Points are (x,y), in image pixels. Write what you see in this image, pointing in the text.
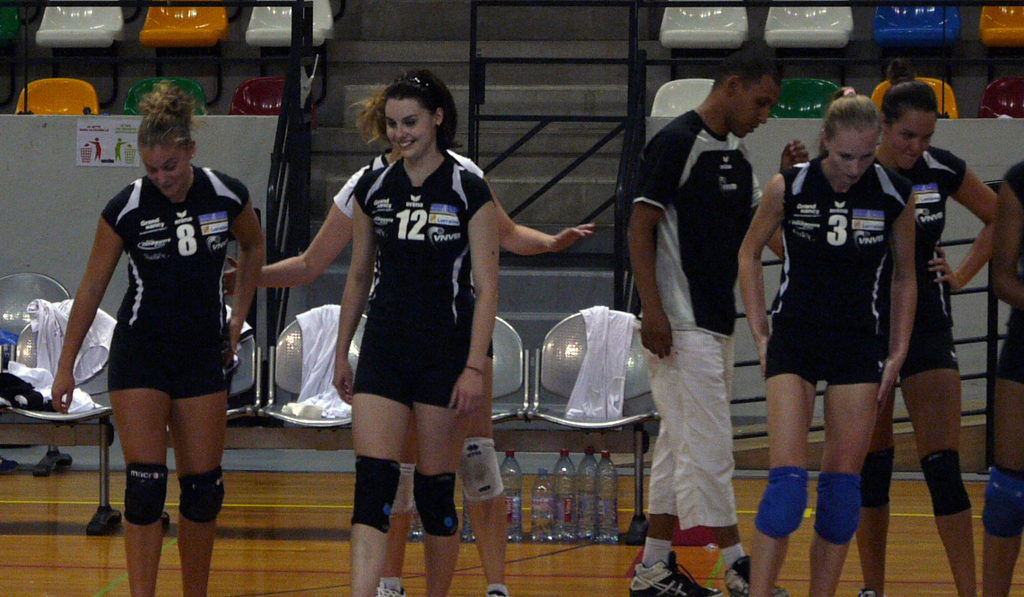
This picture seems to be clicked inside the hall (159,57). In the foreground (533,558) we can see the group of people (838,266) wearing t-shirts (880,236) and standing on the floor (930,574). In the center (621,317) we can see the chairs (283,365) and some objects (309,360) are placed on the chairs (252,369) and we can see the bottles (541,479) are placed on the ground (574,549). In the background (504,82) we can see the metal rods (306,158), stairway (569,287) and the chairs (62,47) and we can see a text (122,126) and the depictions of people (117,150) and the depictions of some objects (91,149) on the poster (100,148) which is attached to an object (68,190) which seems to be the wall (65,179).
